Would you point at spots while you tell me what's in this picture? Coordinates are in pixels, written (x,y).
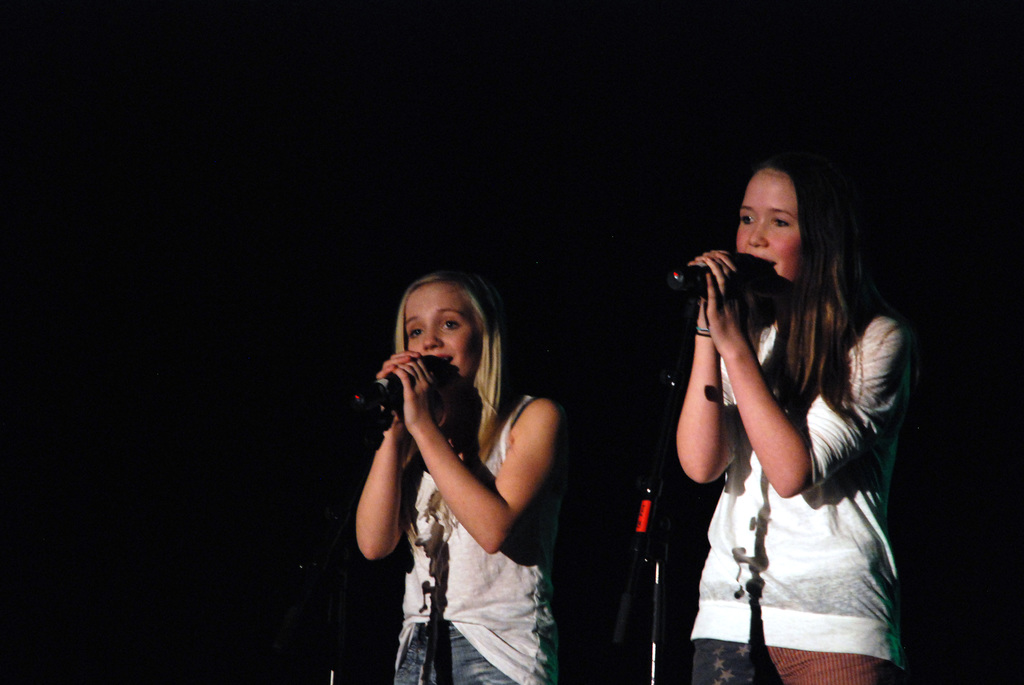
Two girls (382,459) are standing and singing in the microphones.
